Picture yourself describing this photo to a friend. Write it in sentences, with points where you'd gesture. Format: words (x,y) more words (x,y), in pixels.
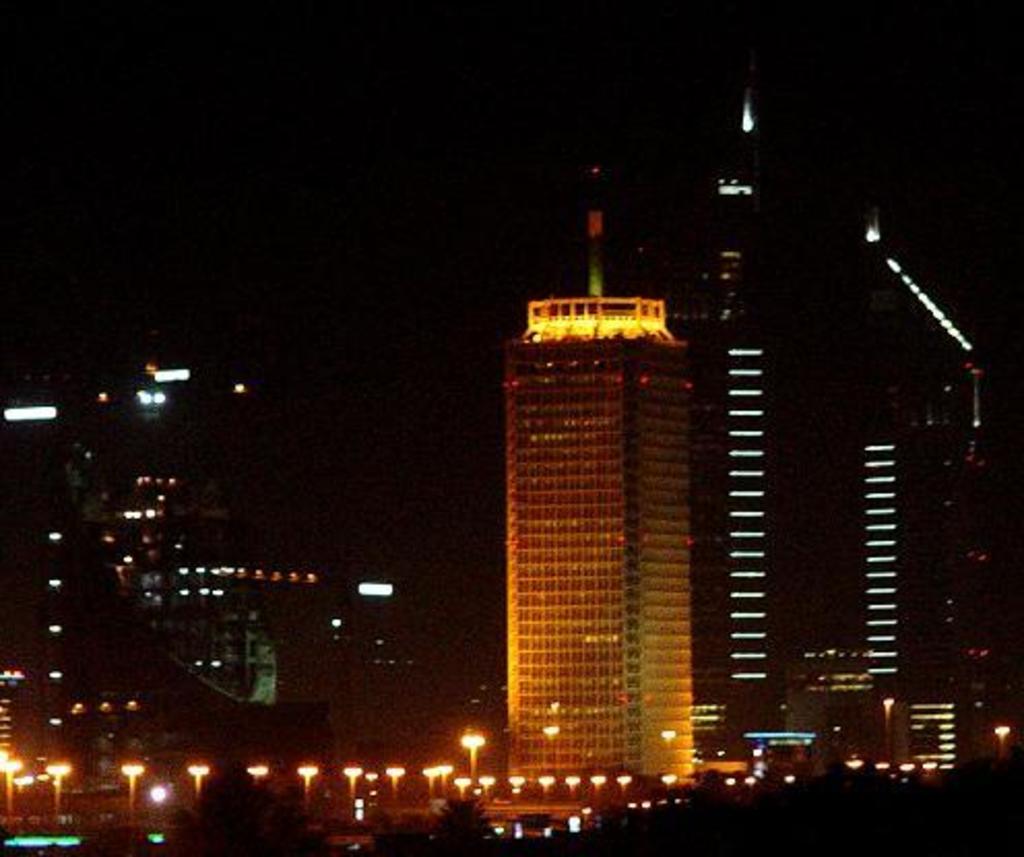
In this image I can see, at the bottom (487,810) there are trees (312,832) and lights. In the middle (613,512) there are very big buildings (605,556) at the night.
